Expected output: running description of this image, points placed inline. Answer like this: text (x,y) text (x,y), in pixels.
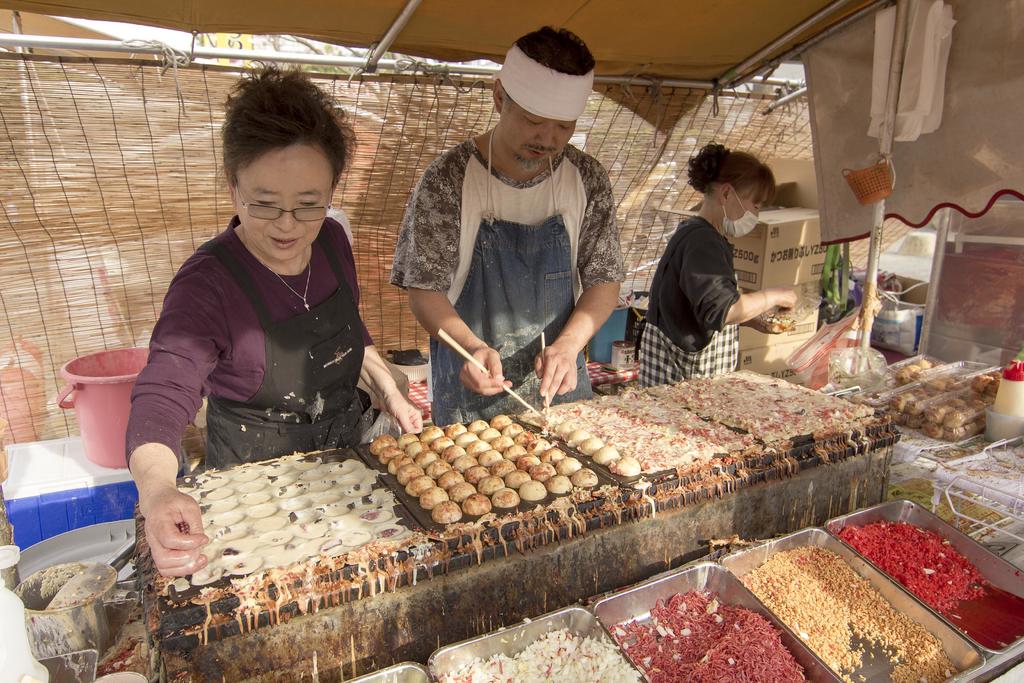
Here in this picture we can see three people (297,309) standing over a place and two persons (572,330) are trying to cook food (460,424) on the stove (339,452) present in front of them over there and the other person (706,352) is trying to mix something in the bowl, as we can see she is wearing a mask (745,208) on her and above them we can see a tent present and behind them also we can see the tent (383,335) covered and we can see all the things (889,555) present in the trays (863,563) in front of them and we can also see other boxes (804,271) and glasses (1000,419) and all other things (70,579) present beside them all over there.
